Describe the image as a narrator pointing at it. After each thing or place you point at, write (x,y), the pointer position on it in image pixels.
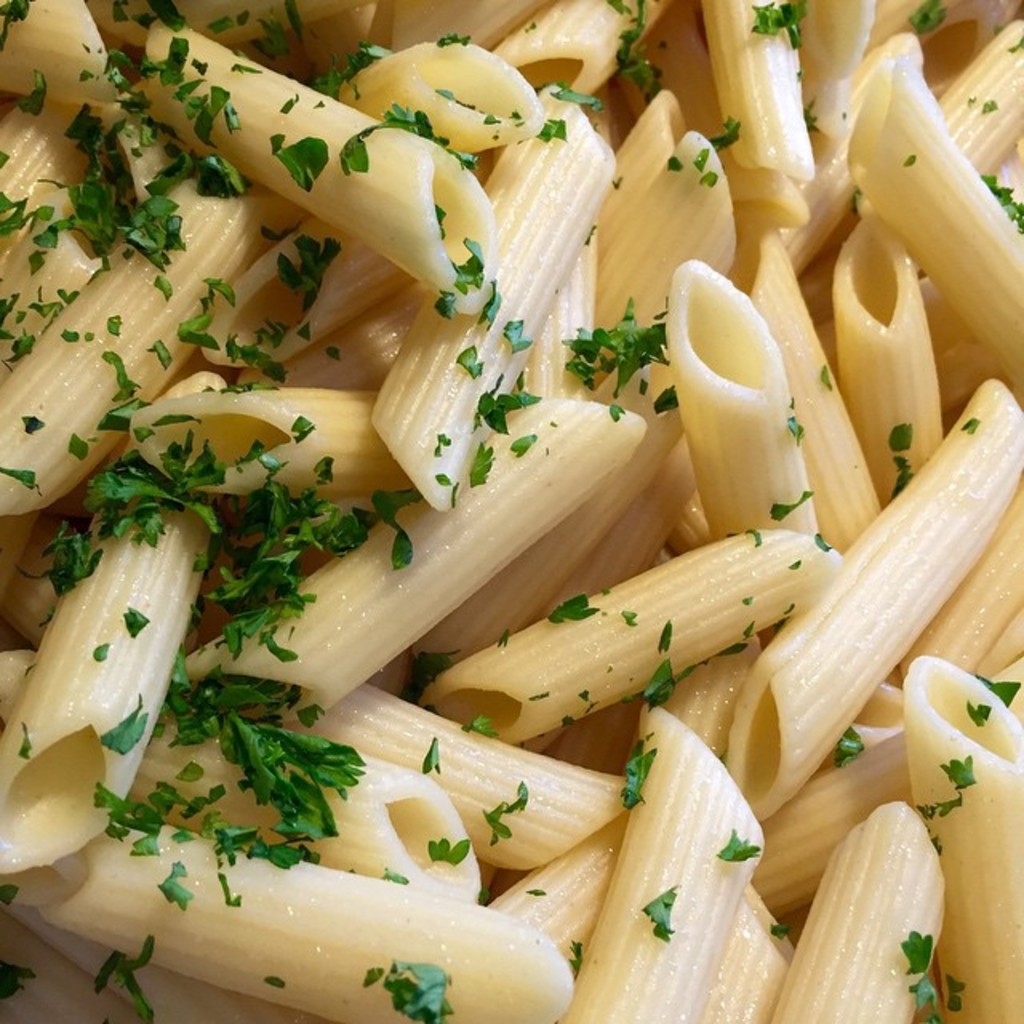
In this image we can see pasta (421,452) and some coriander leaves (192,504) sprinkled on it.
